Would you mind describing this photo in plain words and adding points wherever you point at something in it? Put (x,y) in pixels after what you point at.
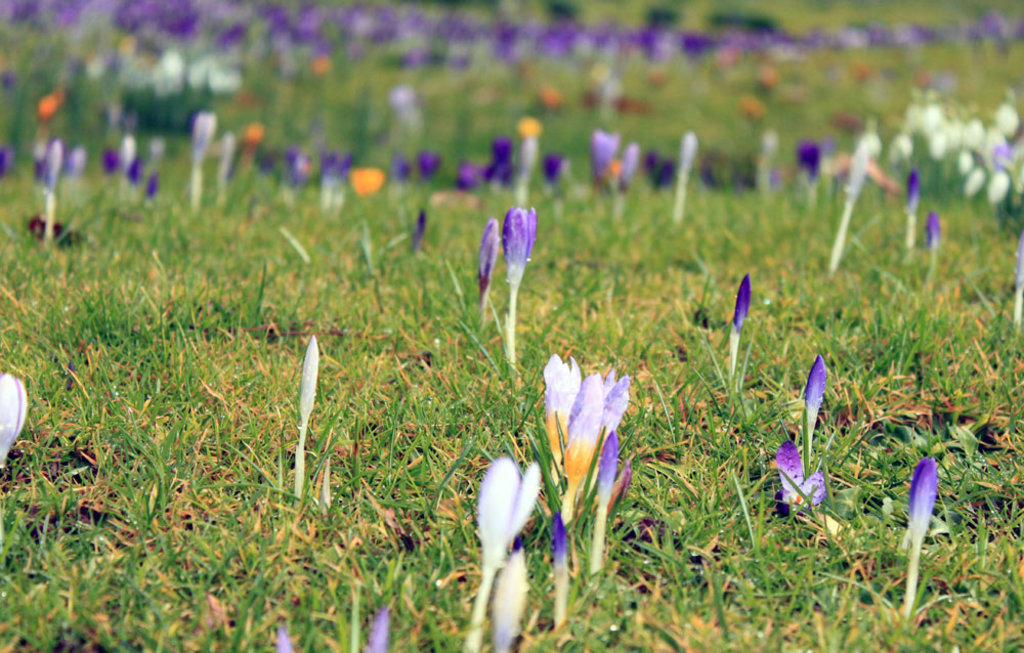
In this picture I can see grass (533,362) and few flowers (300,484) on the ground (255,243).
